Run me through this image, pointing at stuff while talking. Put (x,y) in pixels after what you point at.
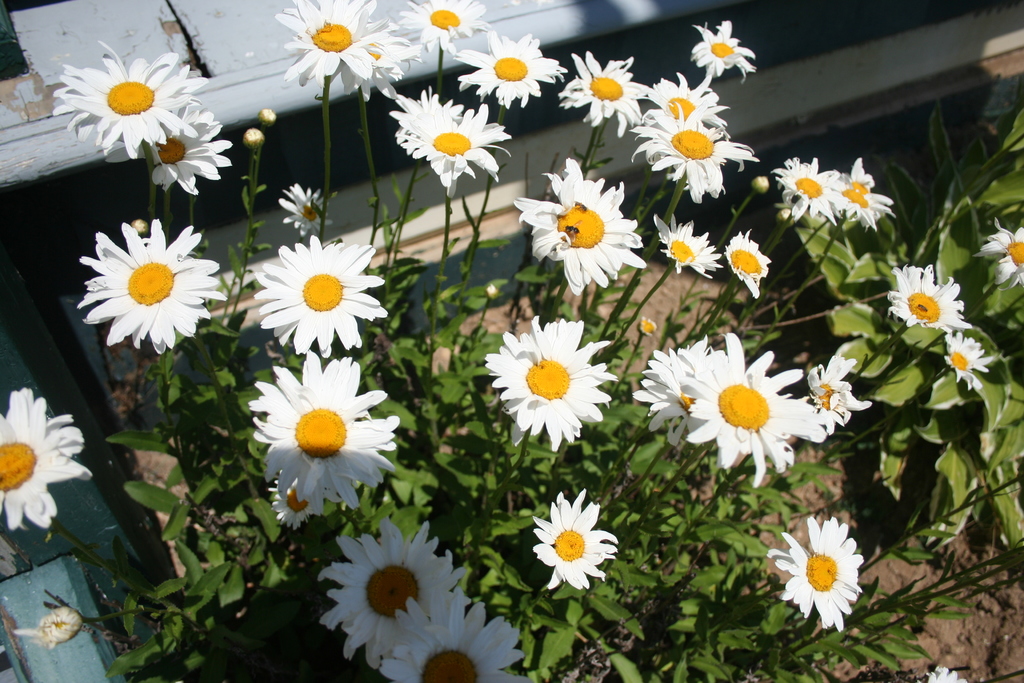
In this picture I can see flowers (676,412) and plants (969,256).
